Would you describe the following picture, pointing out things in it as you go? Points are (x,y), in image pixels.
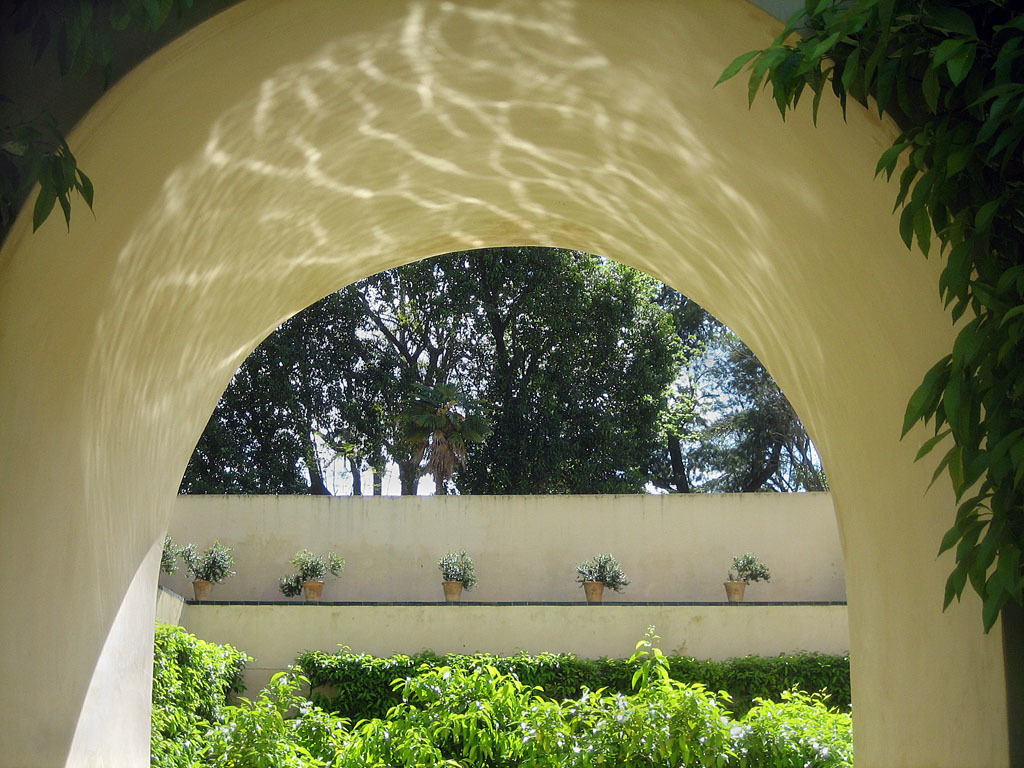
In this picture i can see the arch (125,375). In the back (191,550) i can see the plant (217,573) and pots (319,591) which are kept on the wall (373,496). At the bottom (348,686) i can see the plants (602,759). In the background (632,356) i can see the sky (348,479).
